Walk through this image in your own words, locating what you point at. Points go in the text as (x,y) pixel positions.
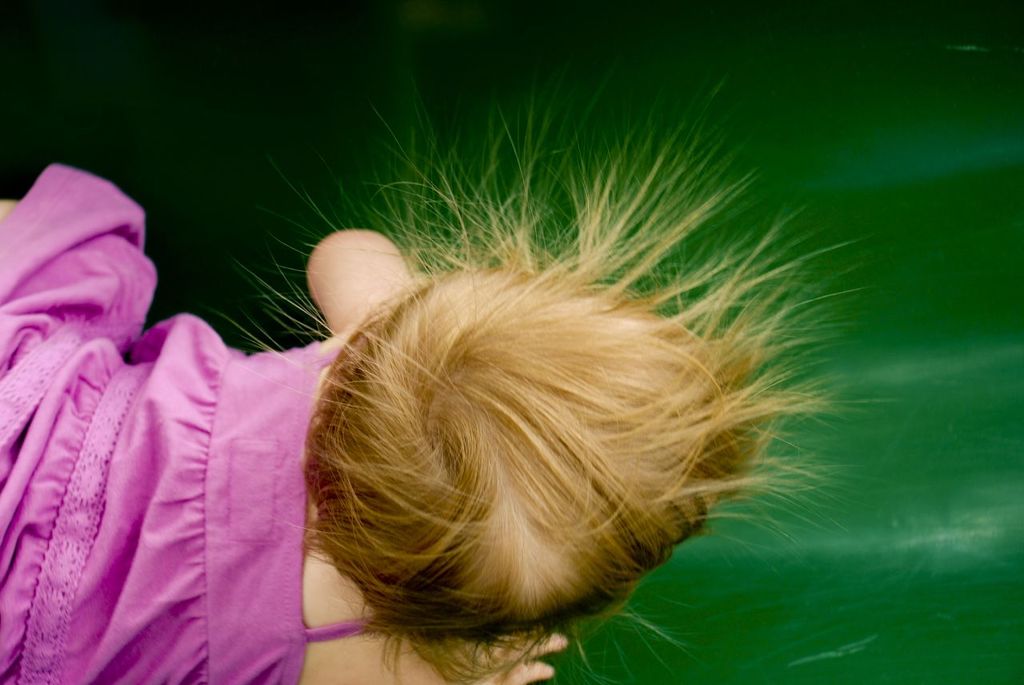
In the center of the image (677,334) we can see one baby (138,629). She is in pink color dress (125,631).
